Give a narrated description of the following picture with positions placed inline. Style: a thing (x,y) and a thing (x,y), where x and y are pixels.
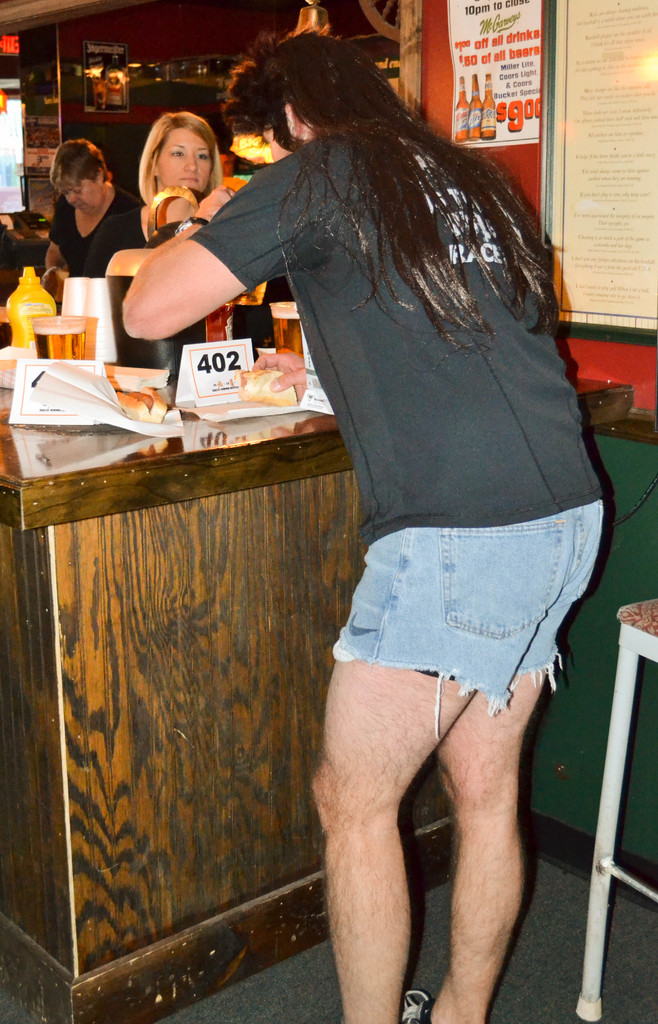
In this image there is a person (361,482) standing and at the background of the image (149,195) there are two lady persons (156,185) standing behind a wooden block (196,587).
